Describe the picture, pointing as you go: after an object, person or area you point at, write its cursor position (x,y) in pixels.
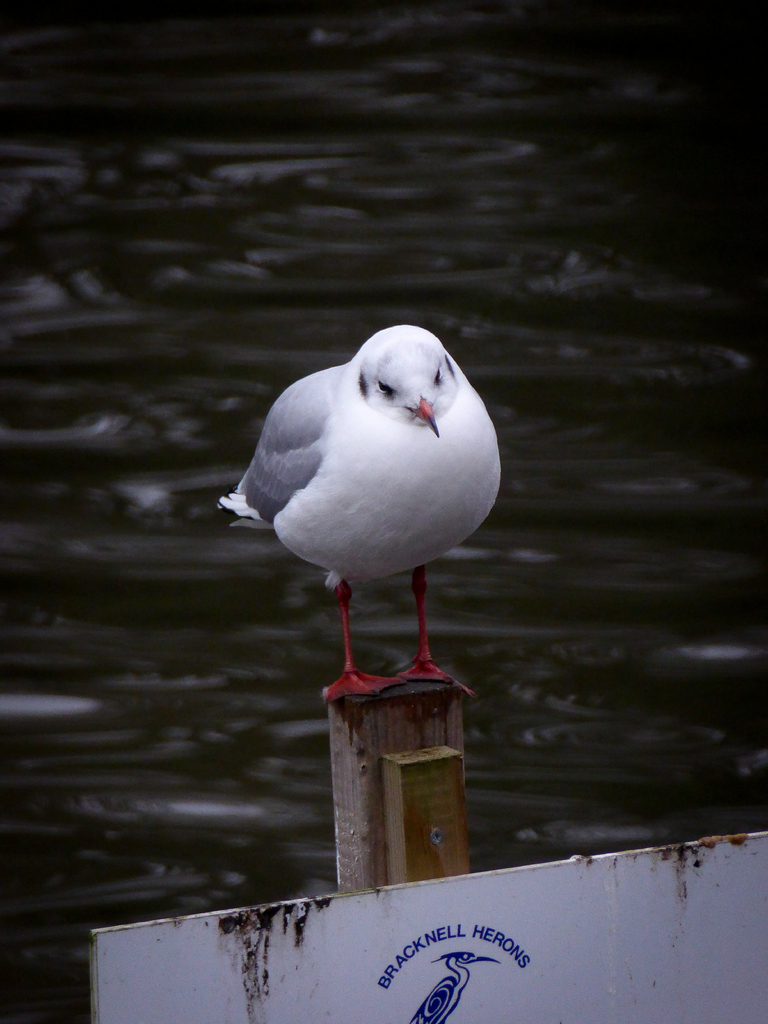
This image is taken outdoors. In the background (232,714) there is a pond (175,326) with water (579,339). At the bottom of the image (357,958) there is a board (449,962) with a text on it. In the middle of the image (426,506) there is a bird (374,468) on the pole (402,725).
